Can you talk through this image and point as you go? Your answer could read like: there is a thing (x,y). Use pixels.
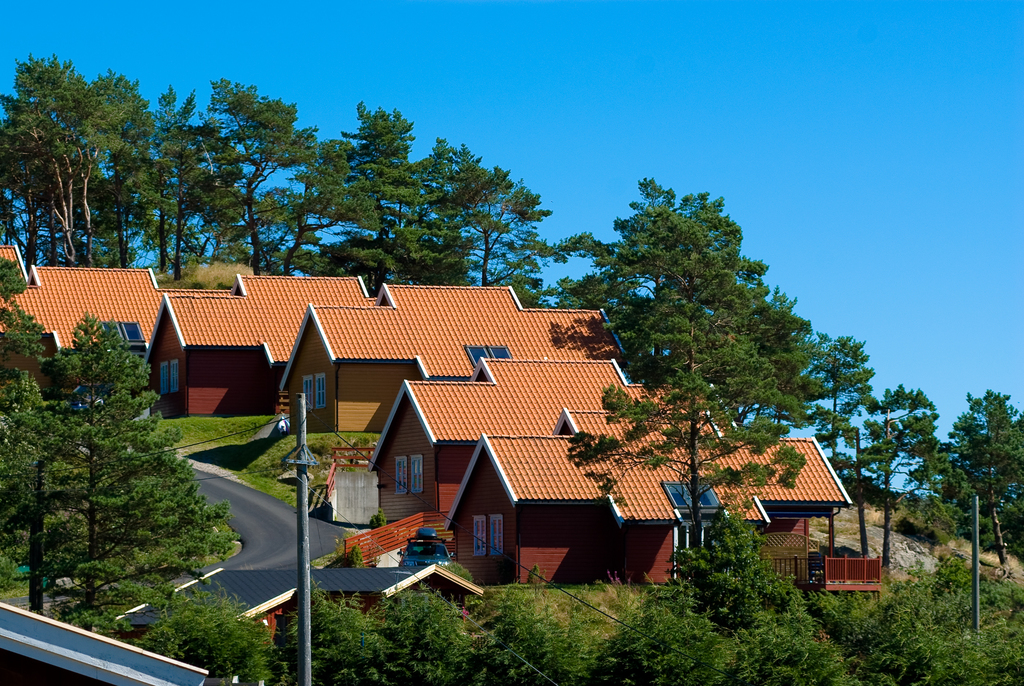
In this picture I can see number of trees (31,116), houses (399,331), few poles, wires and the road (248,501) in front (296,569). In the background (284,49) I can see the sky (710,163).
